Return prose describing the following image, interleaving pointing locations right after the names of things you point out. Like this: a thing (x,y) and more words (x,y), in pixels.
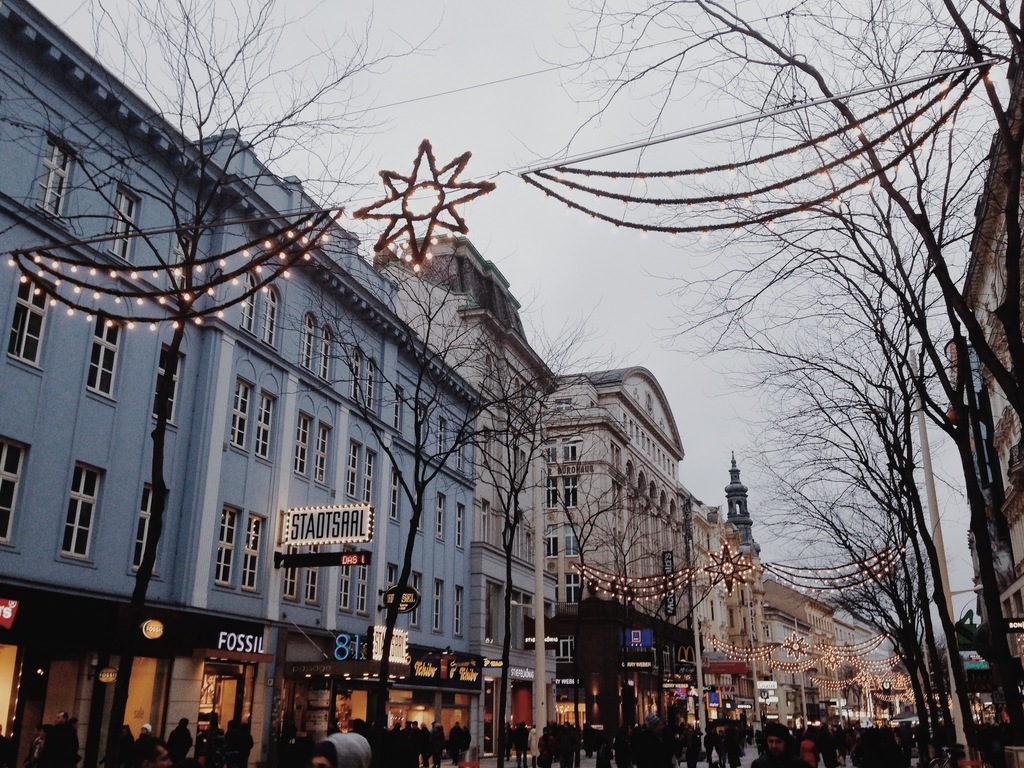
As we can see in the image there are buildings (255,554), trees (200,159), many people (881,746) here and there and on the top (553,119) there is sky (557,151).
